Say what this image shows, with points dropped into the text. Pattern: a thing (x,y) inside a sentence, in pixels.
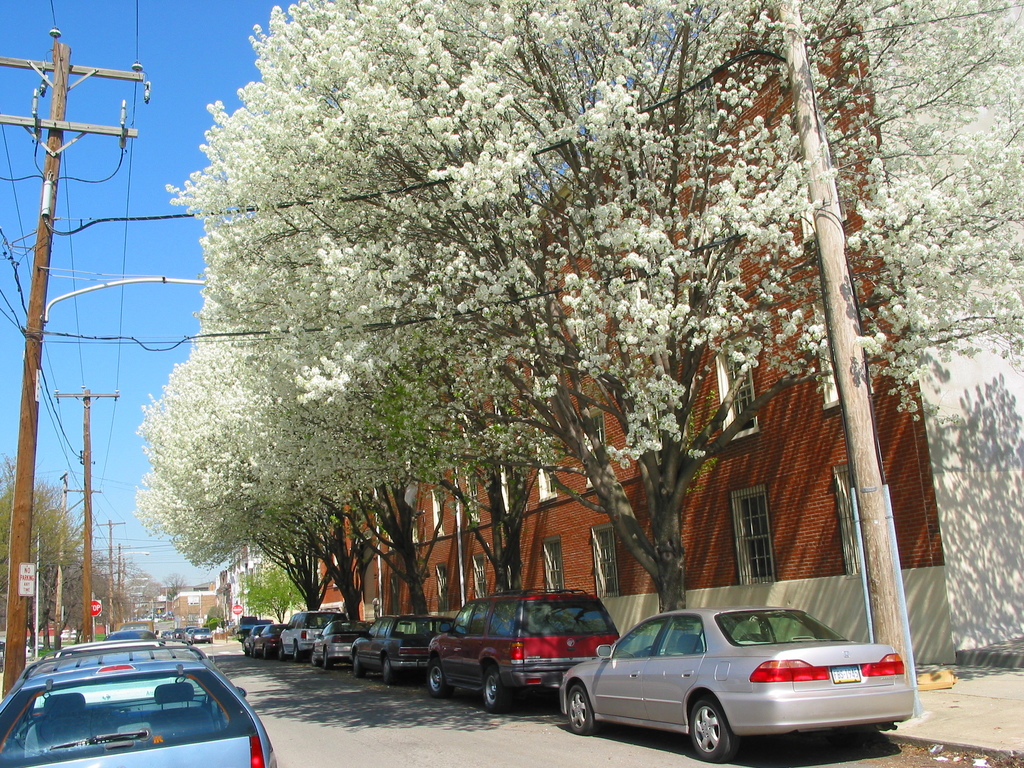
In this picture there are cars (639,715) on the right (741,719) and left side of the image (99,747) in series, there are poles (80,128) on the left side of the image (20,620), there are flower trees (353,606) on the right side of the image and there are buildings (366,606) on the right side of the image (982,580).
